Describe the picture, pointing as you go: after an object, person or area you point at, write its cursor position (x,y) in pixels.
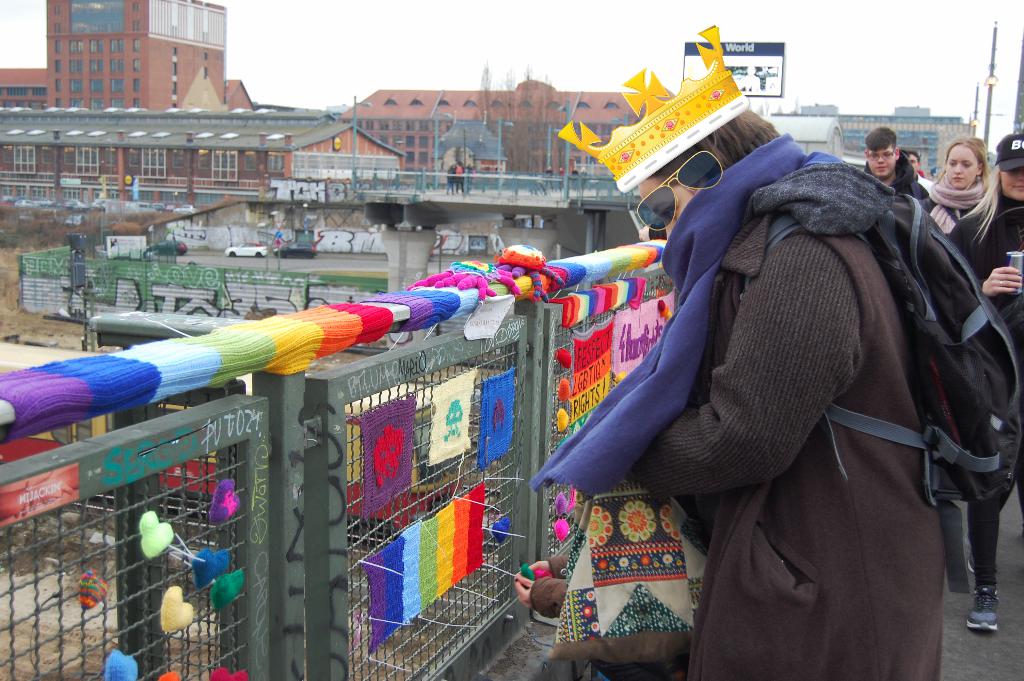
In this image we can see many people (753,180). There are many buildings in the image. There are few street lights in the image. There are two bridges (295,510) in the image. There is a fencing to the bridge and many objects (400,487) attached to it. There is a sky (942,95) in the image. A person (867,190) is wearing a crown (636,177), a backpack (984,341) and spectacles (668,195) in the image. There is an advertising board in the image.
